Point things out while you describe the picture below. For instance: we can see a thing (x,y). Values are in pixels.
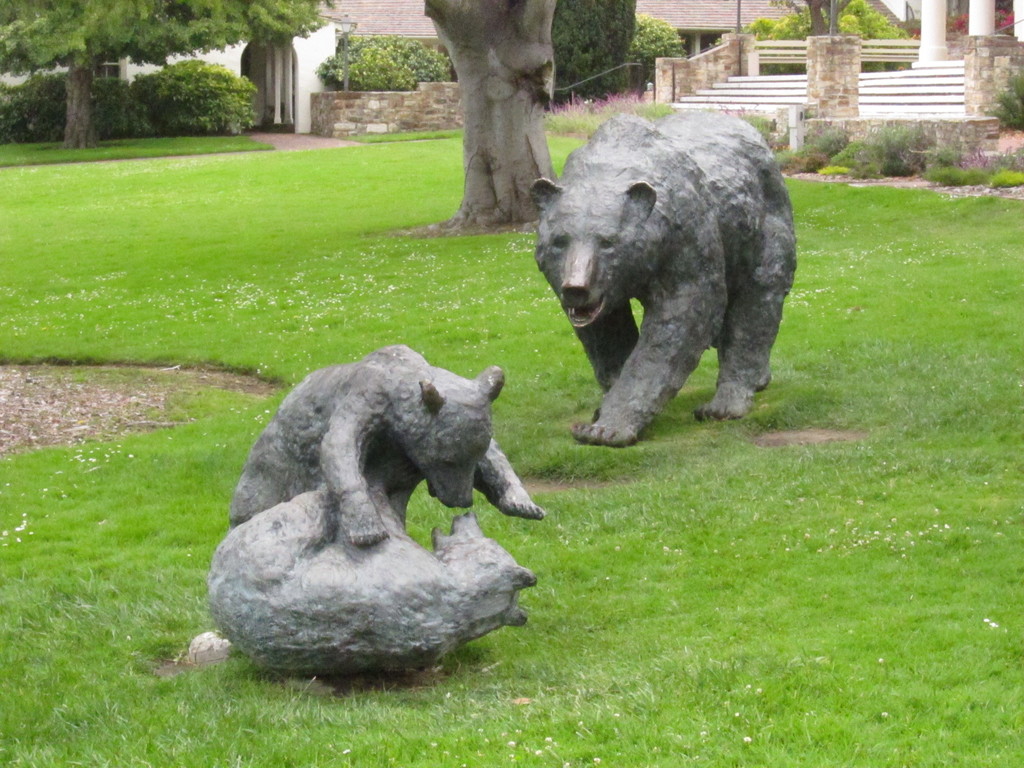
In this image I can see the statues (495,485) of the animals (429,480). These statues (434,386) are in grey color. And these are on the ground (470,266). In the back (307,82) I can see the house (685,10), pillars (843,113), many stairs (717,93) and also trees (506,203).
